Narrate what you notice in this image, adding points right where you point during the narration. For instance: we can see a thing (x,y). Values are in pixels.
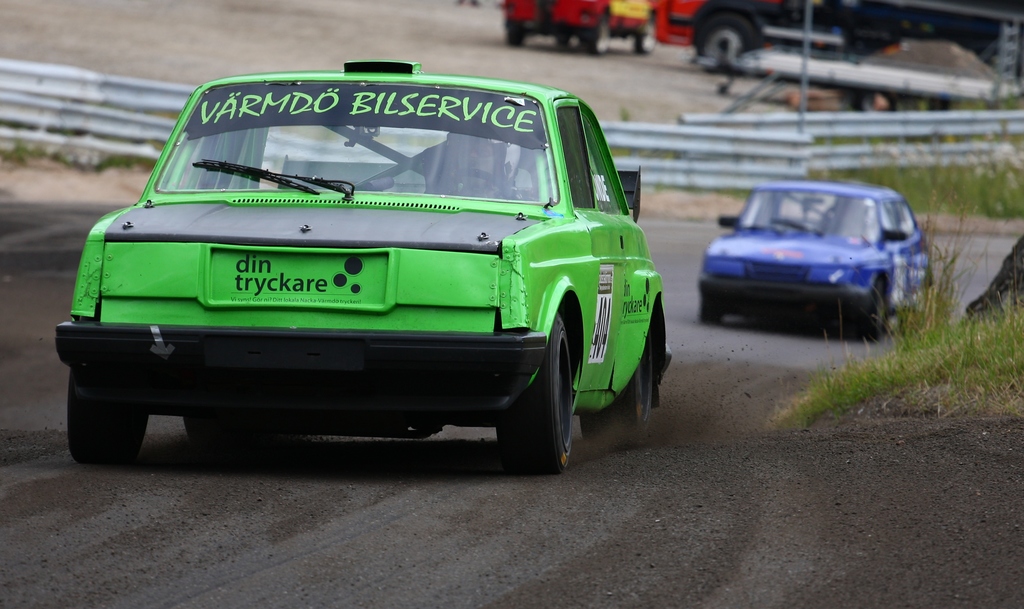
In this image there is one car (372,369) in middle of this image (473,308) and there is one another car (808,198) is on the right side of this image (796,270) which is in blue color, and there is a fencing gate (667,156) on the middle of this image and there are some other vehicles (733,35) on the top of this image (725,24).
